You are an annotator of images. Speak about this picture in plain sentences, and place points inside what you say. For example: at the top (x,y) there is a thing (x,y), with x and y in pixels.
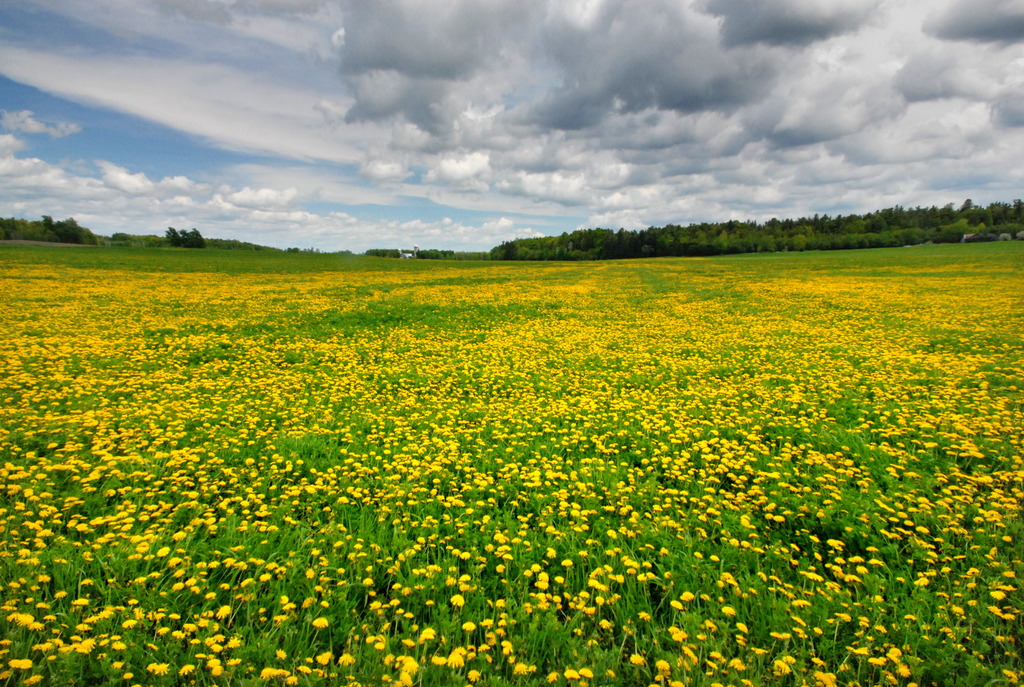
In this image there are plants (466,452) with yellow flowers (876,371), and at the background (757,174) there are trees (756,236), sky (510,92).
